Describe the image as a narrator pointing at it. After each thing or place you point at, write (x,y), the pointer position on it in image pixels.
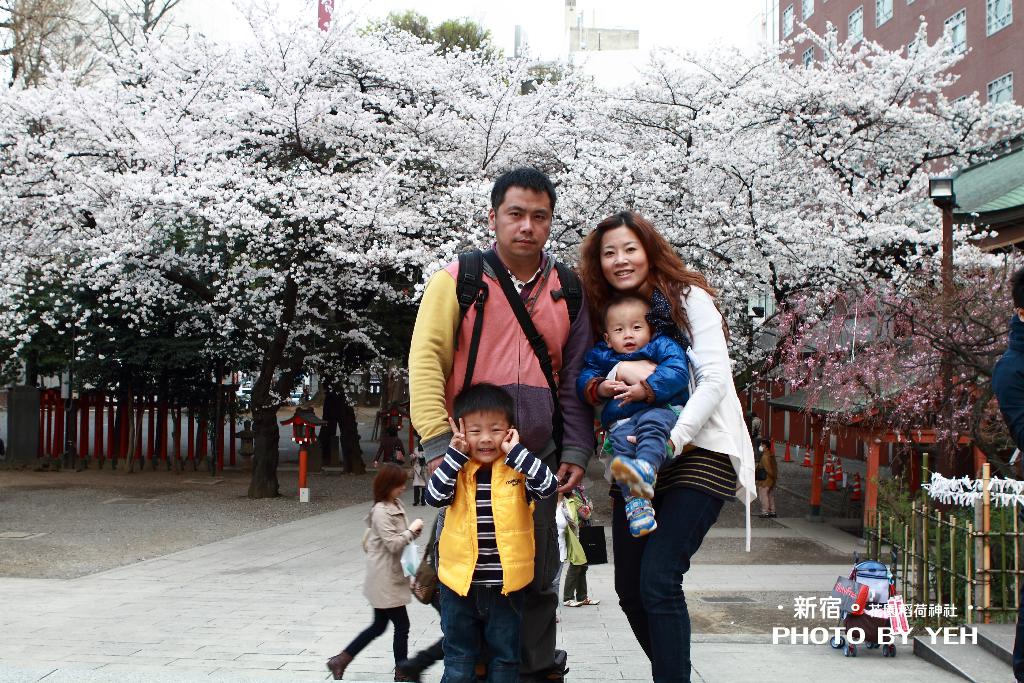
In this picture we can see a man (553,508), child (461,501) and a woman (663,497) holding a baby (669,379) in her hands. There is some text (841,638), a fence (953,601) around plants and a person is visible on the right side (880,613). We can see a few traffic cones (840,480), shed (827,388) and a few people (387,429) at the back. We can see some objects (849,624), poles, trees (963,58) and buildings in the background (992,356).
